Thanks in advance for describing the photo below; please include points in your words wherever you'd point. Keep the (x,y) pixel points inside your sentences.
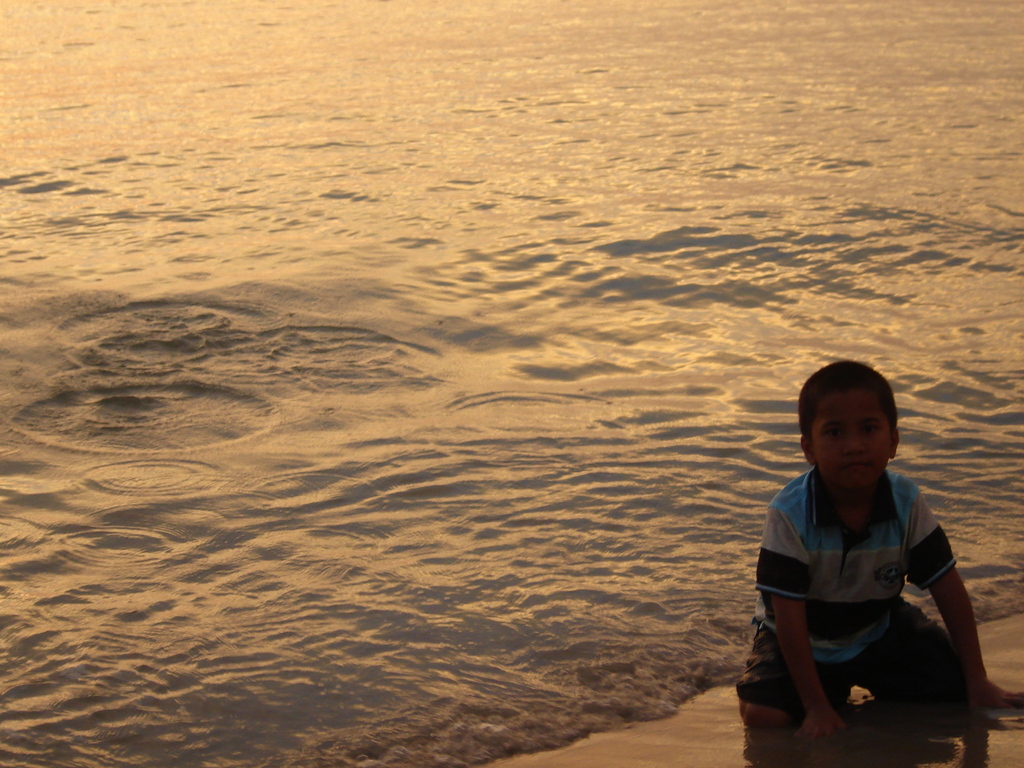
In this image on the right side (892,549) we can see a boy (823,577) is in crouch position on the sand (682,714) at the water (537,253).
